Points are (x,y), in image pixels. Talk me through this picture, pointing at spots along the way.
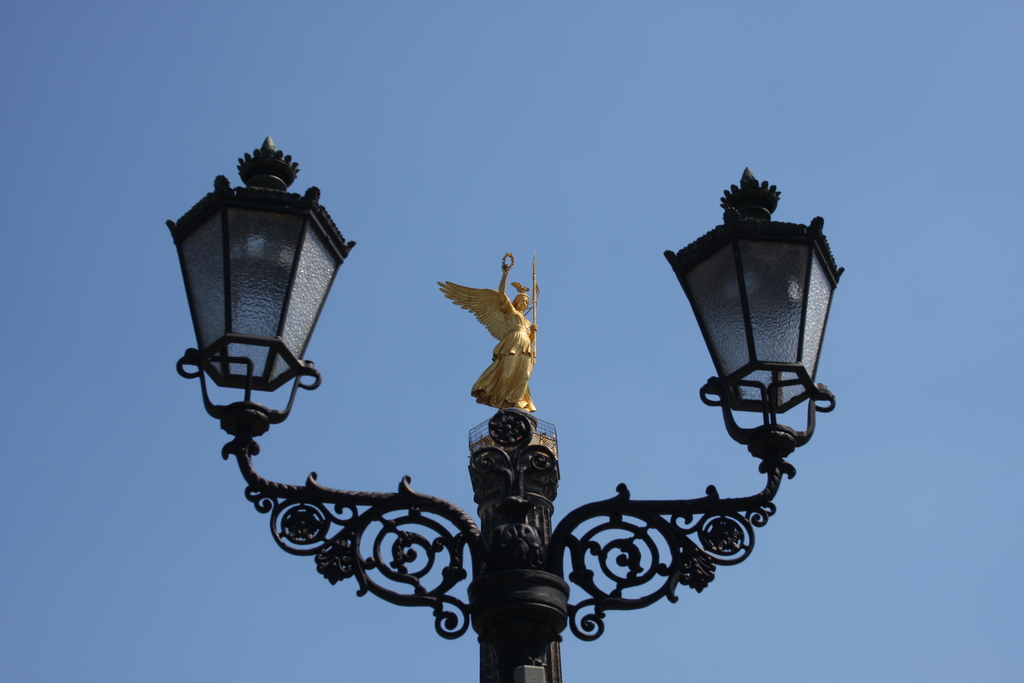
In this image there is a pole (543,481) and we can see a sculpture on the pole (500,473) and there are lights (743,403). In the background (648,258) there is sky (557,149).
